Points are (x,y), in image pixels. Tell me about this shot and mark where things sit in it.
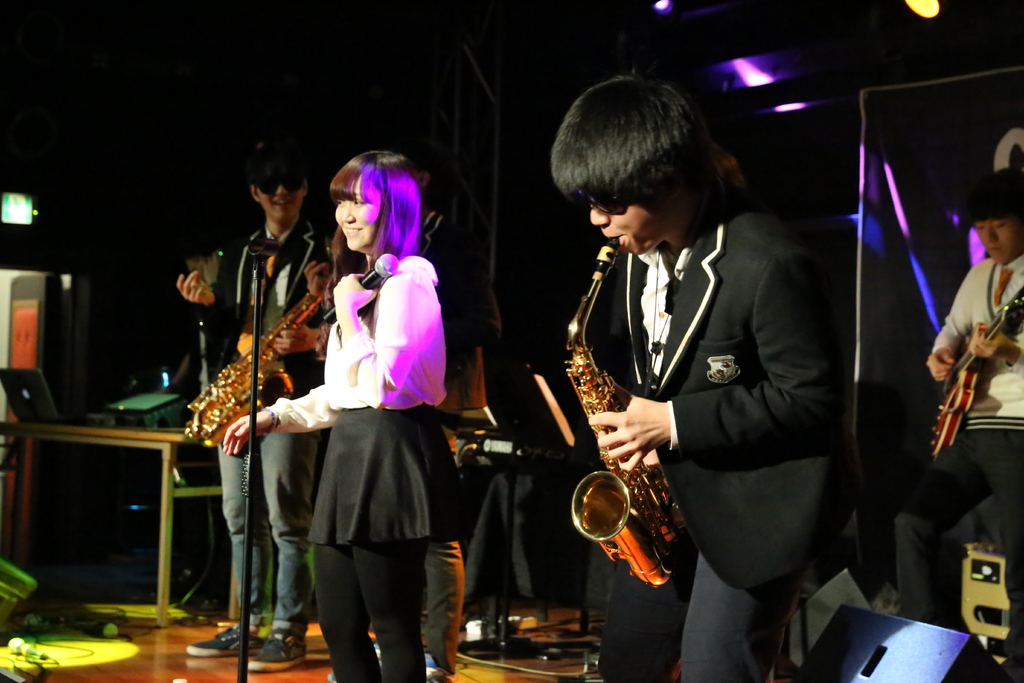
In this image there are a few people (980,441) standing and playing a musical instruments (247,361), which are in their hands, One of them is holding a mic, in front of her there is a stand (245,667) of a mic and there are few objects (38,658) on the stage (56,659), there is a table (151,433) with a laptop (29,413) and other objects (115,409) on it. The background (946,113) is dark and at the top of the image (664,1) there are few focus lights (928,3).
